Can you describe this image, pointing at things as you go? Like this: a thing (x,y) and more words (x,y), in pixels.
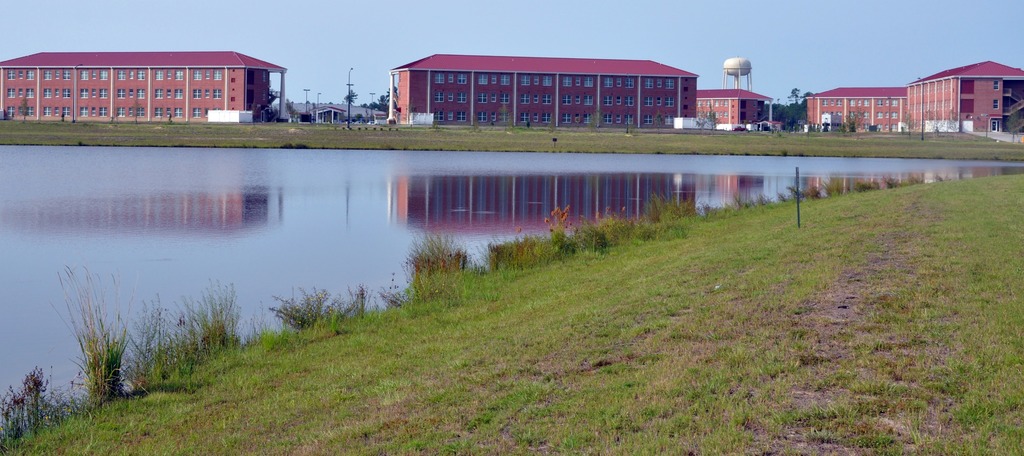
There are plants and water (346,178) at the left (141,223). There are buildings (500,113), poles (348,107) and trees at the back (699,93).
